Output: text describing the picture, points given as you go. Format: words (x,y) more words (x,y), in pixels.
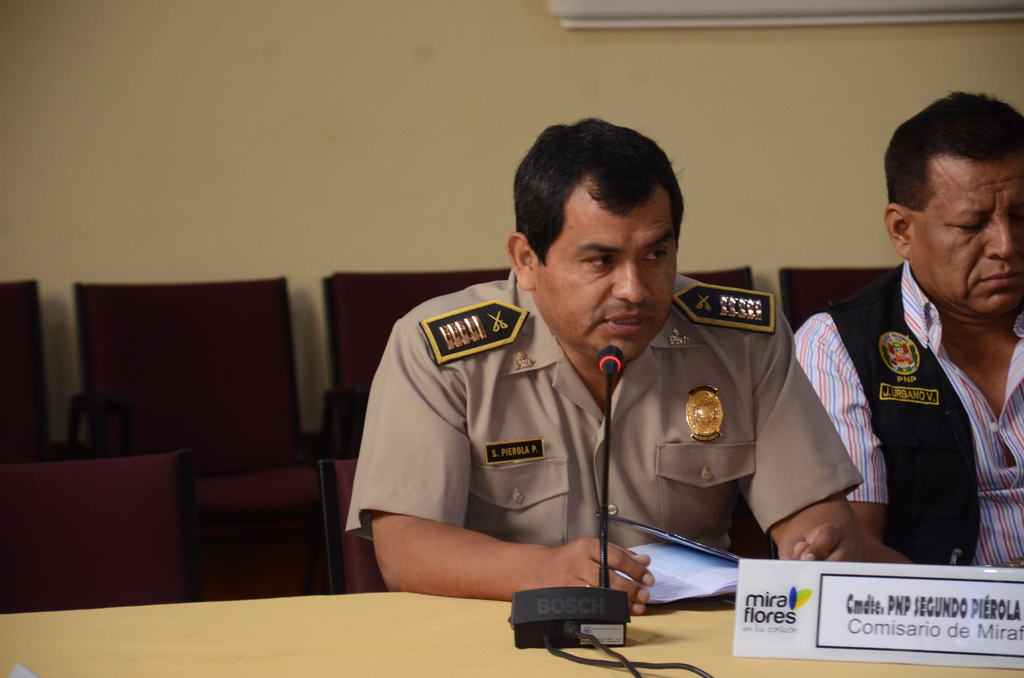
In this picture there is a person (622,435) wearing police dress (680,411) is sitting in chair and speaking in front of a mic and there is a book (680,555) in front of him which is placed on the table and there is another person (913,404) sitting beside him in the right corner (948,427) and there are few chairs (262,411) which are left empty behind them.
